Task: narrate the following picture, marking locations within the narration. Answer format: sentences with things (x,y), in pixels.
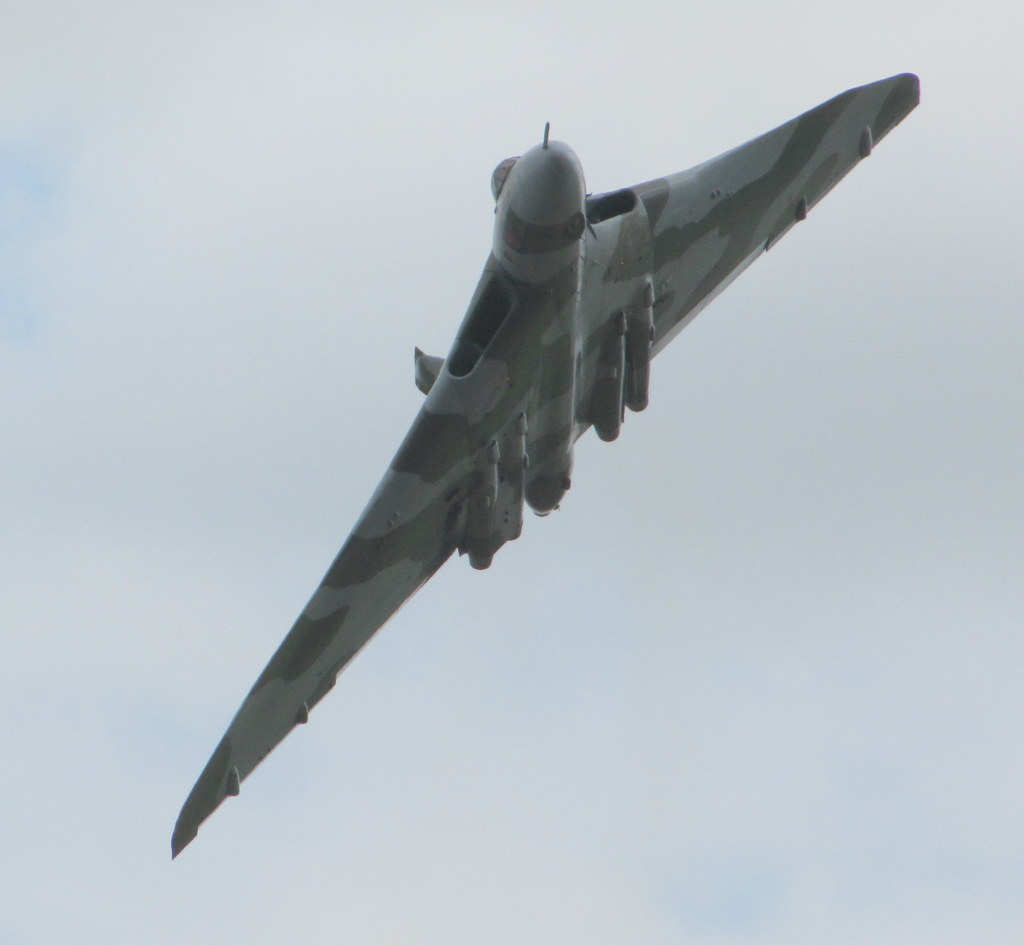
In this image I can see an aircraft (496,518). Behind it, we can see the cloudy sky (388,463).
